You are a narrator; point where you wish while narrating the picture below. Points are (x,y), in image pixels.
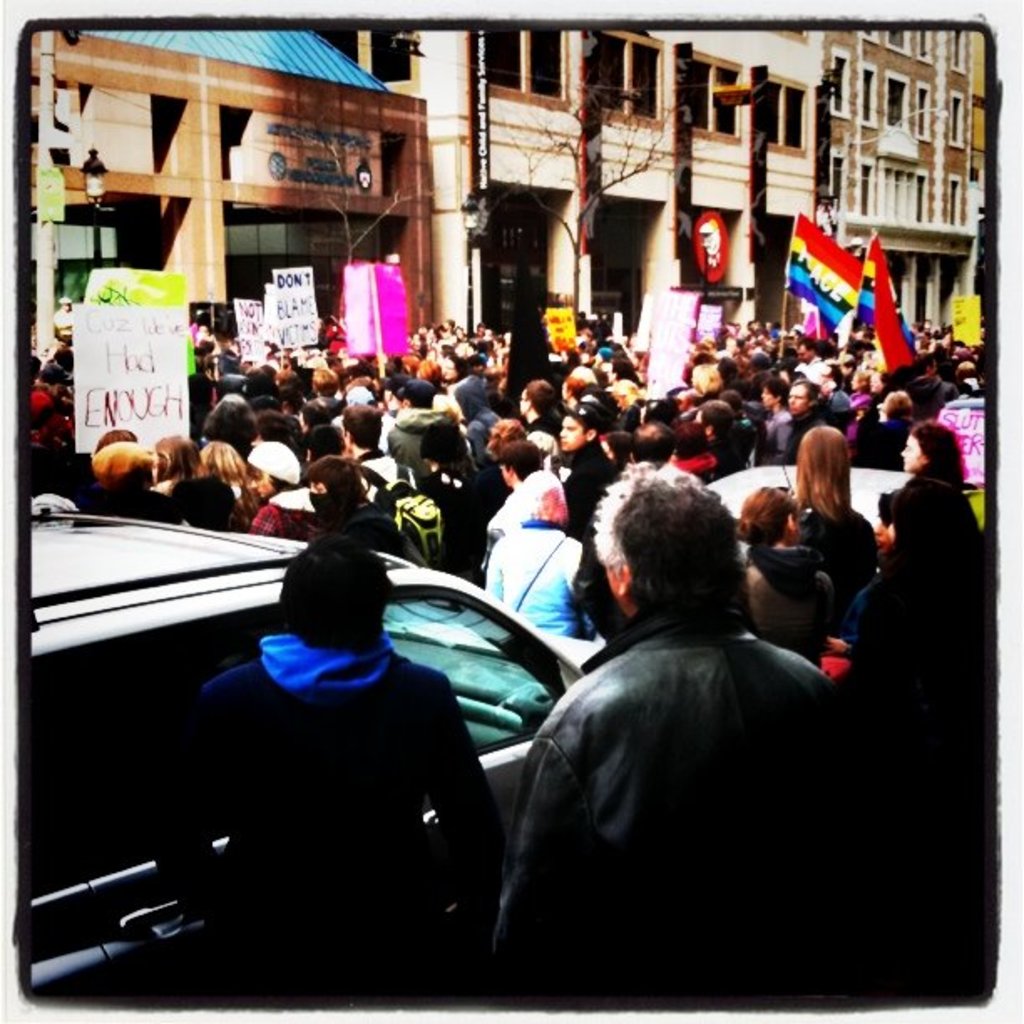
In the image we can see there is a gathering of a people (531,476) standing on the road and there are cars (409,582) parked on the road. The people (246,381) are holding flags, banners (120,371) and hoardings (394,271) in their hand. There are buildings (609,123) and there are trees (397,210).
